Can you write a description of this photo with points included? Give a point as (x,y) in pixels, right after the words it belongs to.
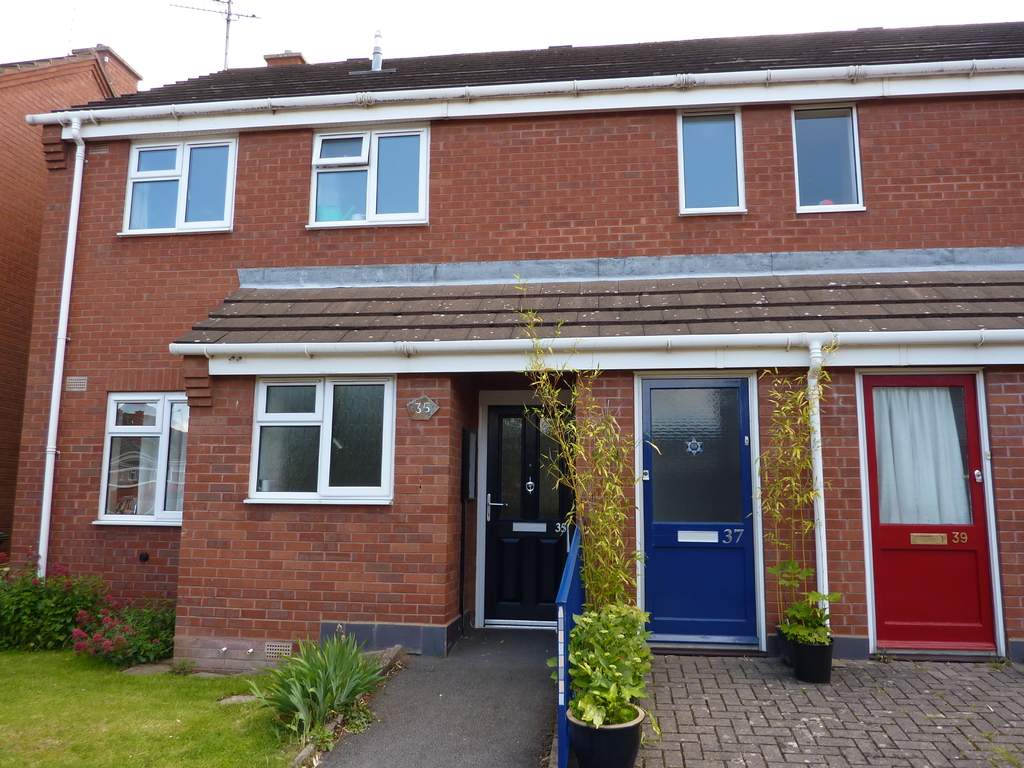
In this picture we can observe a building (89,366) which is in brown color. We can observe three doors (490,544) which are in black, blue and red colors. There are some plants (336,694) and grass (175,737) on the ground (105,690). In the background (661,7) there is a sky (550,7).
